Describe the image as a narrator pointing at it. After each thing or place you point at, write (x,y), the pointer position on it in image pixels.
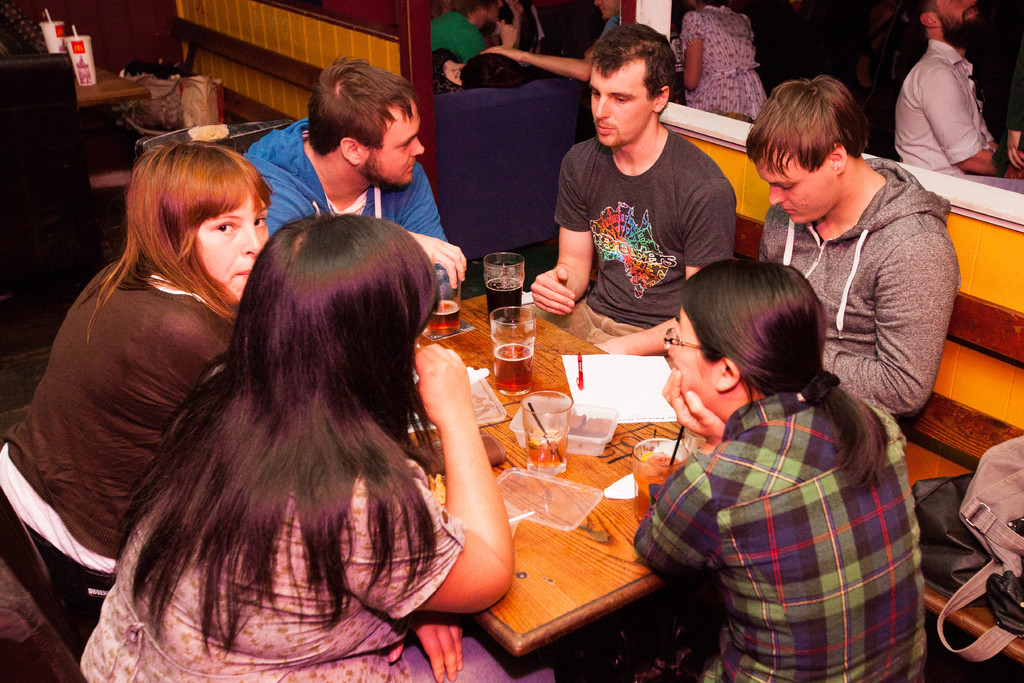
There are six people (244,223) sitting around the table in which three (809,207) are men (639,129) and three (59,352) are women (59,352). There are five glasses (451,326) placed on the top of the table (599,469) in which there are drinks (640,465). There are few papers (610,398) placed on the table (593,391) and a pen (578,371). In the background (473,38) there are also few people (522,35) sitting on the table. There are few bags (958,512) placed on the right side (946,551) corner of the Image.
